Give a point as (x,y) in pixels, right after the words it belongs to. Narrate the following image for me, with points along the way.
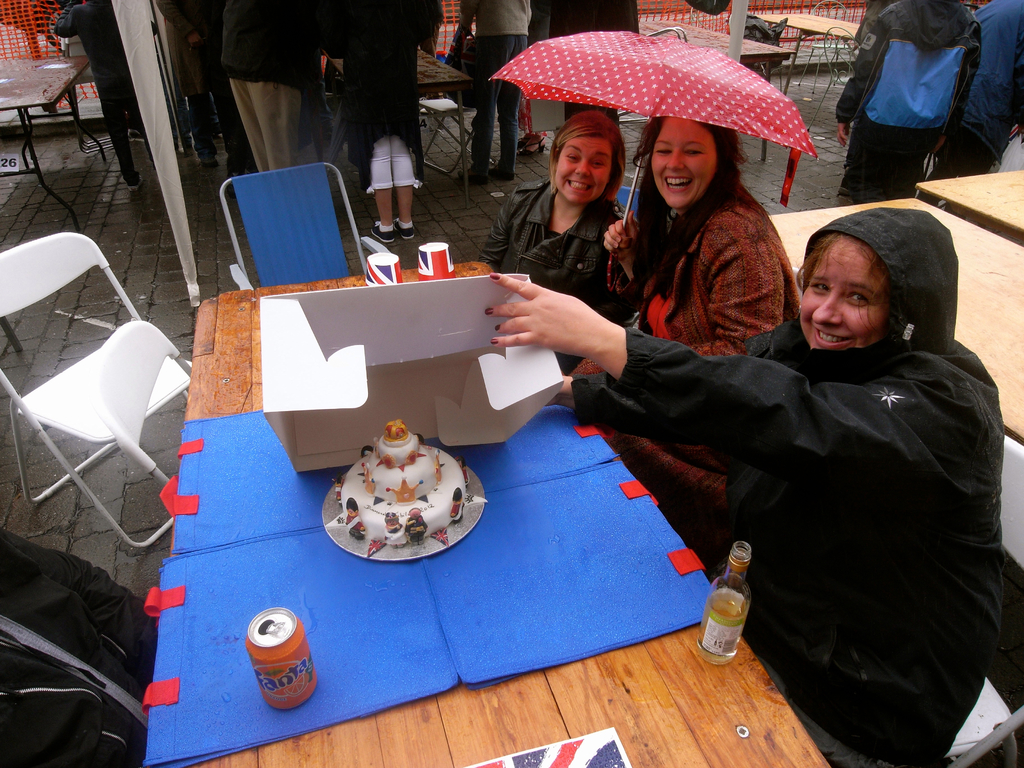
This picture shows three women (623,427) seated on the chairs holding an umbrella (605,37) and we see a cake (384,476) and a bottle (732,639) and a can (254,631) on the table (284,756) and we see few people (360,90) standing on their back.
